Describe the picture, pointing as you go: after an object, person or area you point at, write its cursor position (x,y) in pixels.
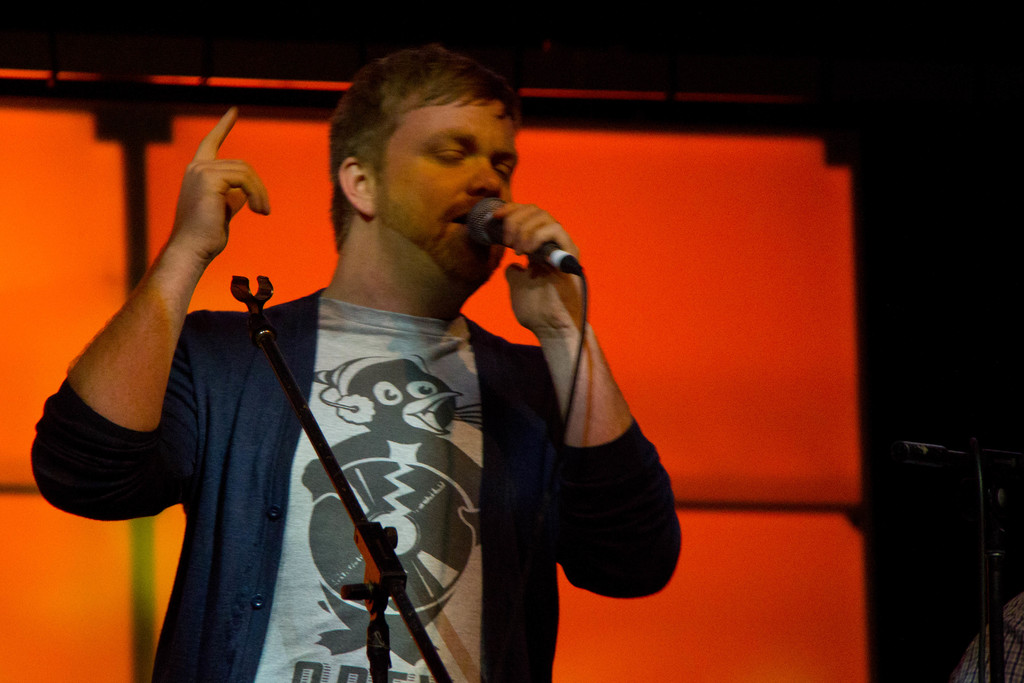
In this image we can see a man (330,572) standing and holding a mic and we can see the microphone stands (994,562) and it looks like a screen (34,382) in the background (849,191).
